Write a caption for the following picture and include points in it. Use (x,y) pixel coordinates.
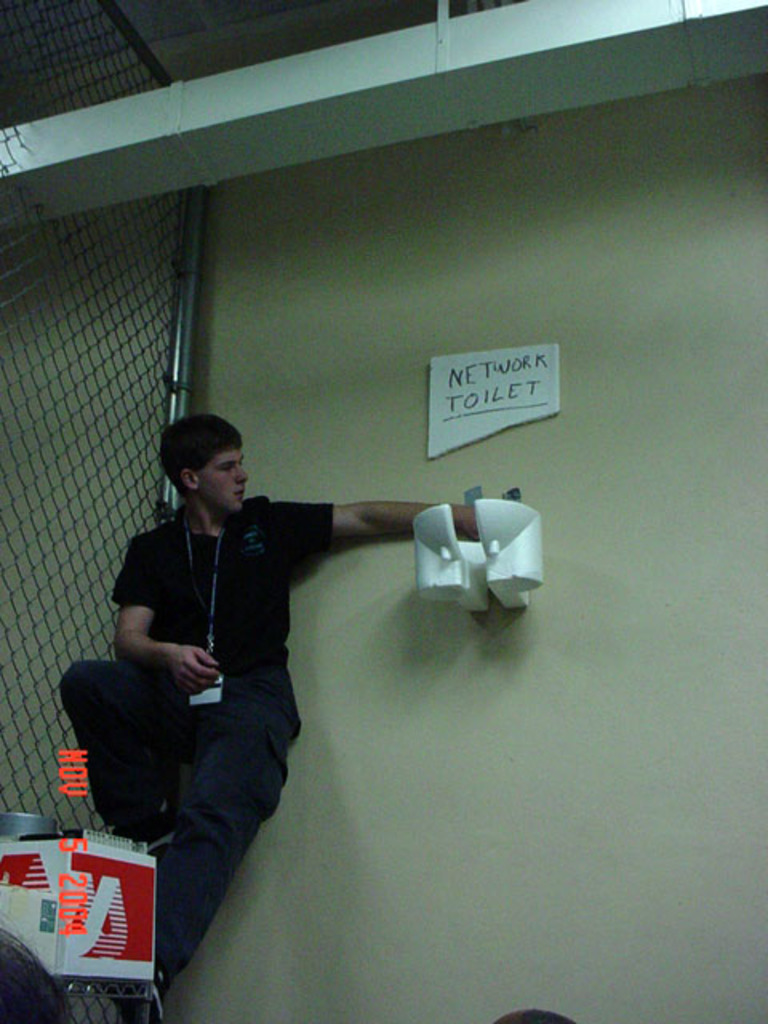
This is an inside view. On the left side (156,661) there is a man (186,657) wearing black color dress (209,827), standing and leaning to the wall (353,702) and he is holding an object (437,549) in the hand (474,535) and looking at that object (459,563). Beside him there is a net (106,477) and at the bottom (86,868) there is a box (92,902). A board (472,406) is attached to the wall (478,297). At the top (284,94) there is a pillar (256,72).
